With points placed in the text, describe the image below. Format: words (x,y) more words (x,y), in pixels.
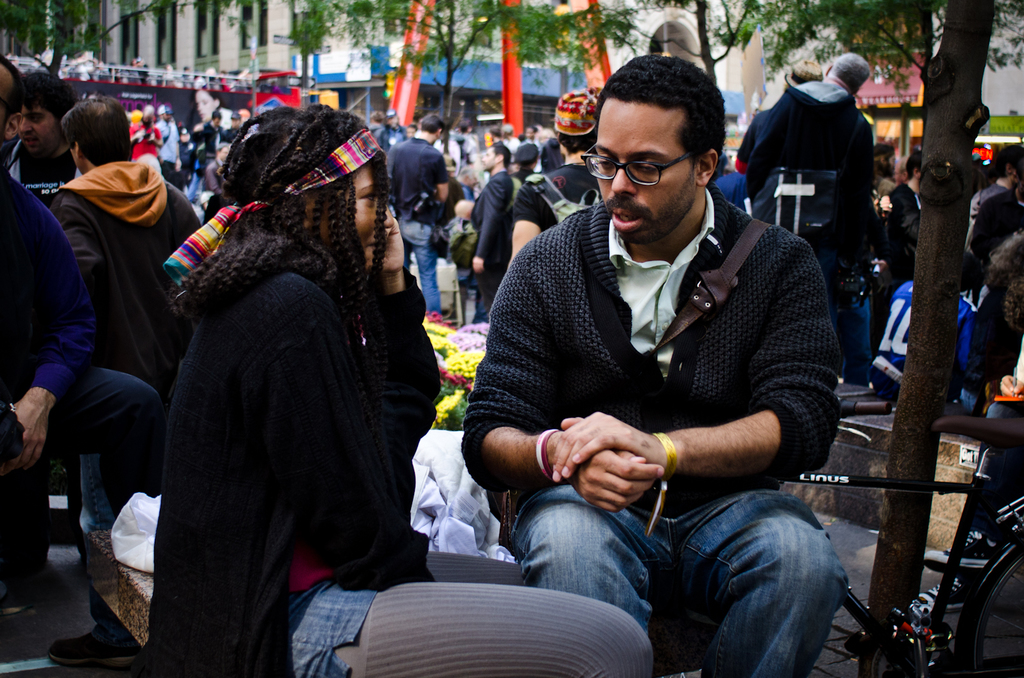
In this image there is a man (630,321) on the right side (688,391) who is holding his hand (582,438). Beside him there is another girl (371,427) who is sitting on the wall (143,597). On the right side (903,431) there is a tree (910,379). Beside the tree (911,458) there is a cycle (874,483). In the background (464,374) there are flowers (452,350). On the left side (191,97) top there is a bus (202,99) on which there are so many people (169,75). Behind them there are buildings (206,34). In the background (161,116) there are so many people (458,134) who are standing on the floor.
